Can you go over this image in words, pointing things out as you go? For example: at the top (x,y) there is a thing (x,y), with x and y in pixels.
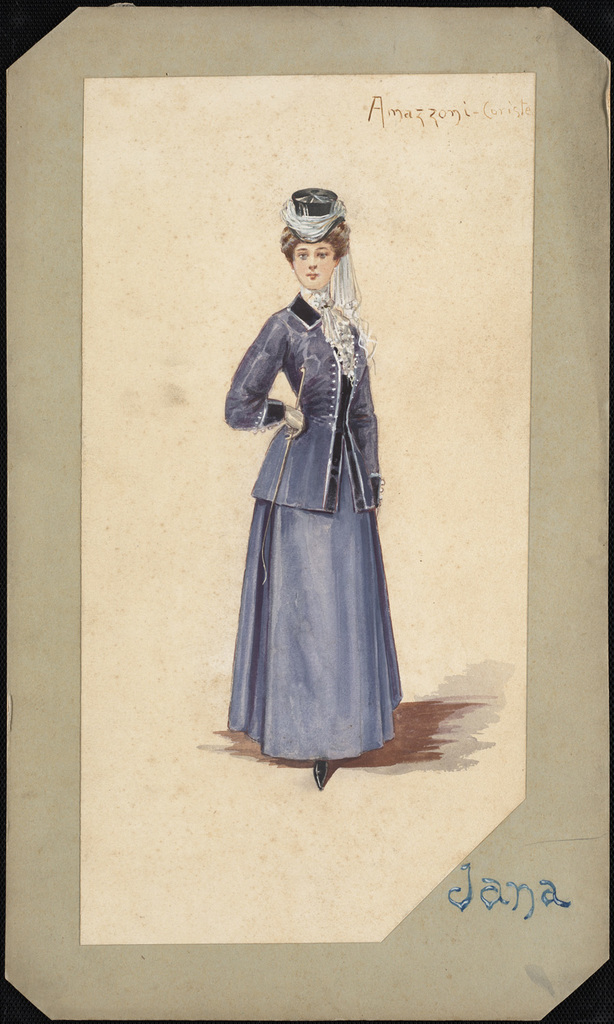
In this image we can see a photo (240,372) and there is a lady (327,601) standing. She is wearing a blue dress (287,521).
